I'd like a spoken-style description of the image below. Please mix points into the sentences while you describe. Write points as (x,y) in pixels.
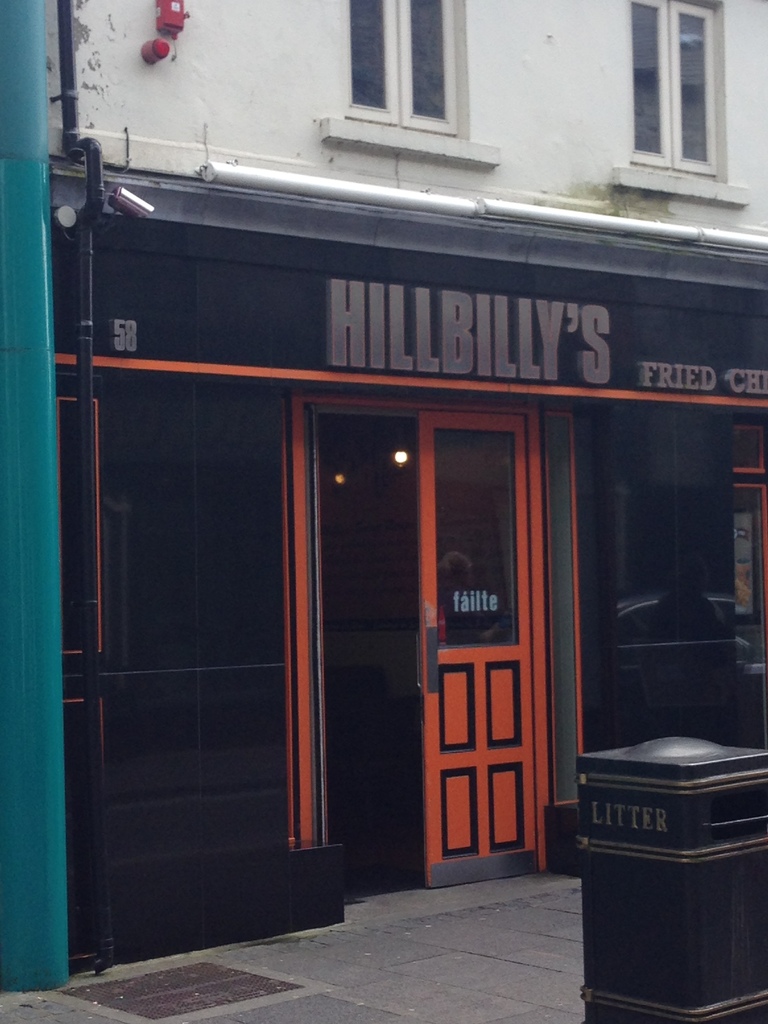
There is a door (437,881) and text (343,351) in the foreground area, there is a trash bin (724,871) in the bottom right side (724,877) and windows (680,52) at the top side (675,39). There is a pole (23,268) and pipe (89,153) on the left side (31,326).
